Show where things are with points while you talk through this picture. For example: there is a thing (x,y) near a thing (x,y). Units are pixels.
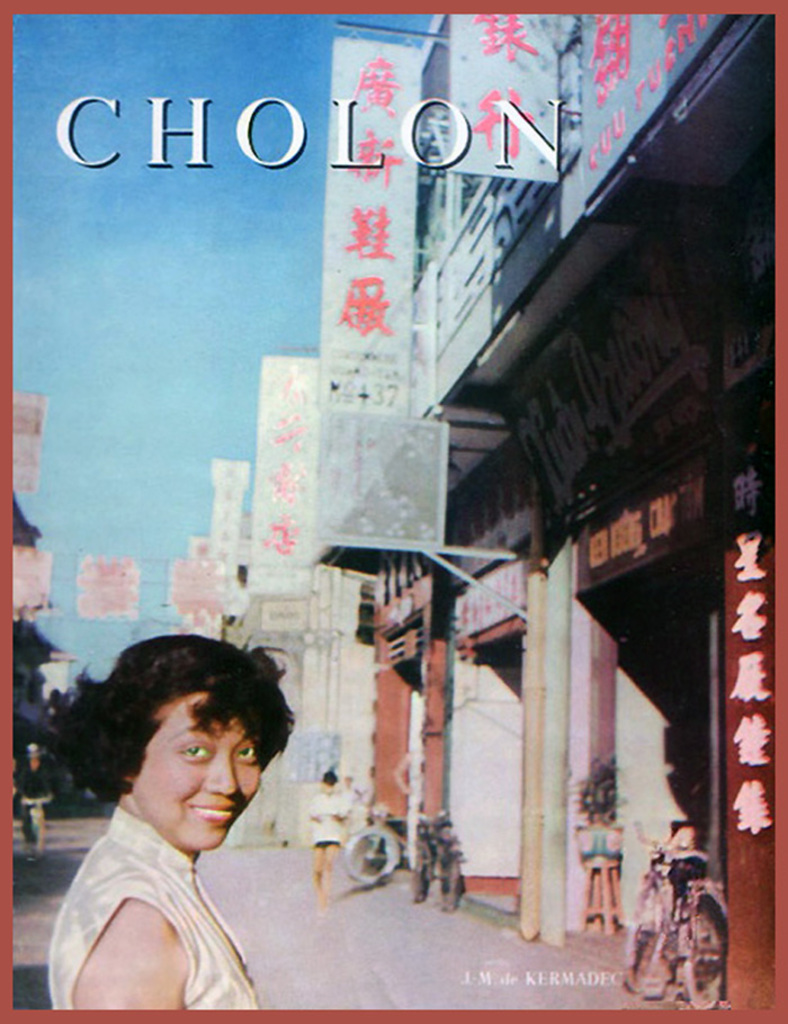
In this image I can see a woman (243,771) in the front (202,926) and I can also see smile on her face (207,787). In the background (764,883) I can see number of bicycles (422,890), number of buildings (759,215), number of boards (301,431), the sky (70,557), few people (350,791) and I can also see something is written on these boards (566,385). On the top side of this image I can see a watermark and I can also see one more watermark (599,987) on the bottom right side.
